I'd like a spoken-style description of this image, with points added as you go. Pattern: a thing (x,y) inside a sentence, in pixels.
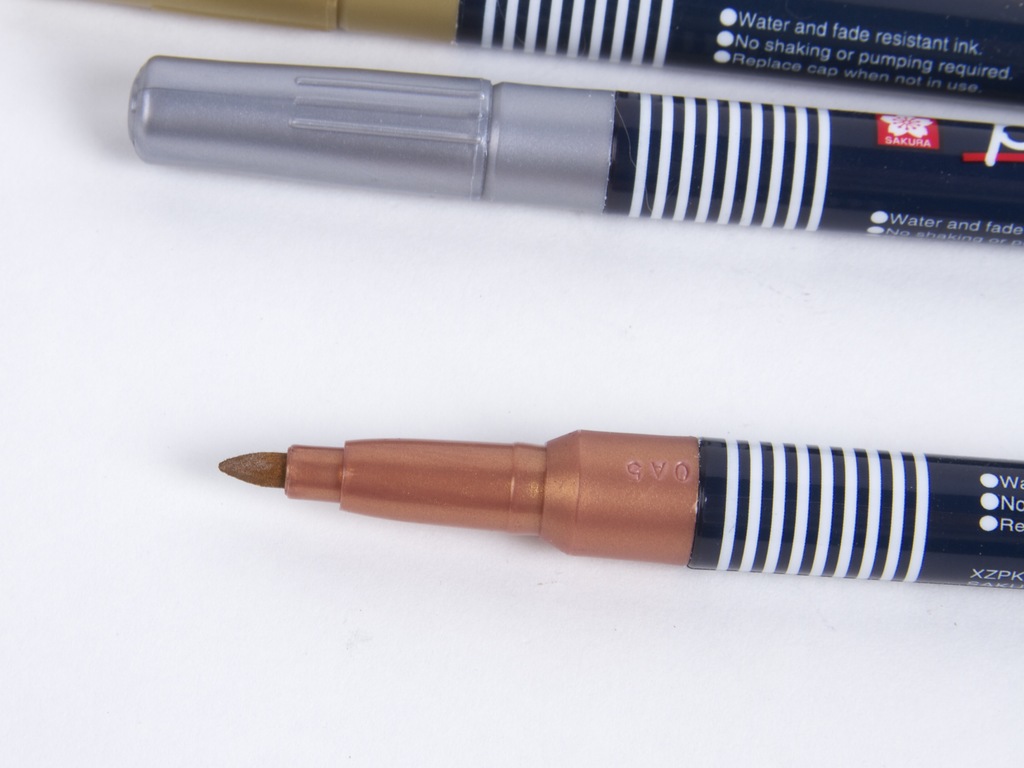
In this picture we can see marker pens (722,185).
